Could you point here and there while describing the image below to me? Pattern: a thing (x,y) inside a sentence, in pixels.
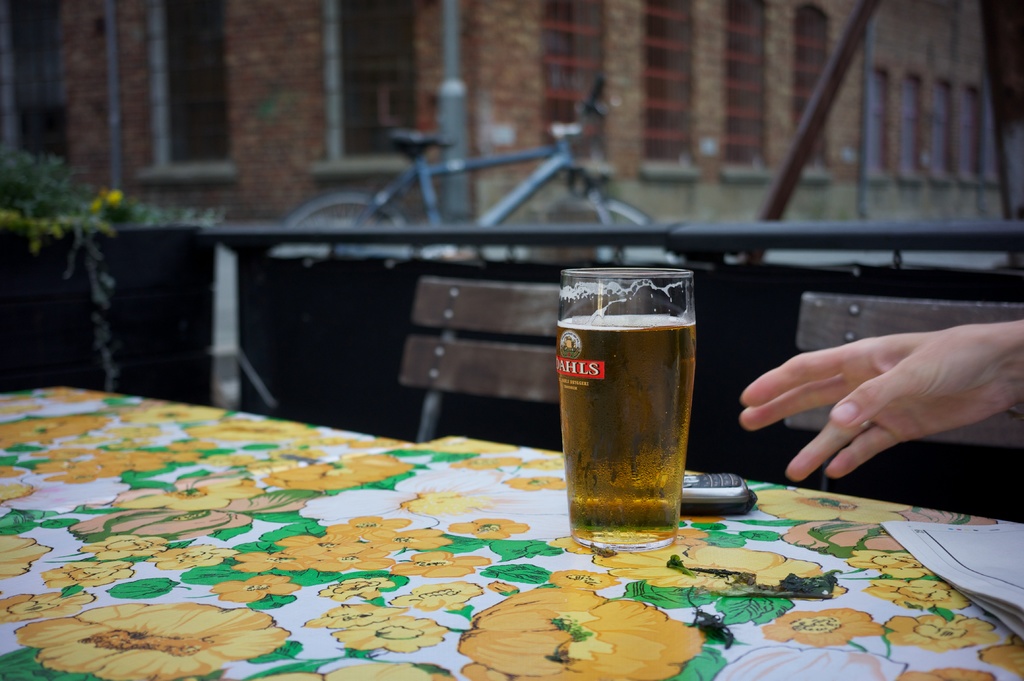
In this picture we can see a glass (686,405) on the table (248,629). And these are the chairs (868,297). Here we can see a hand (917,394) of a human (909,414). And these are the papers (949,579). On the background (575,133) we can see a bicycle (511,213). And this is the building (665,79). And there is a plant (81,198).
